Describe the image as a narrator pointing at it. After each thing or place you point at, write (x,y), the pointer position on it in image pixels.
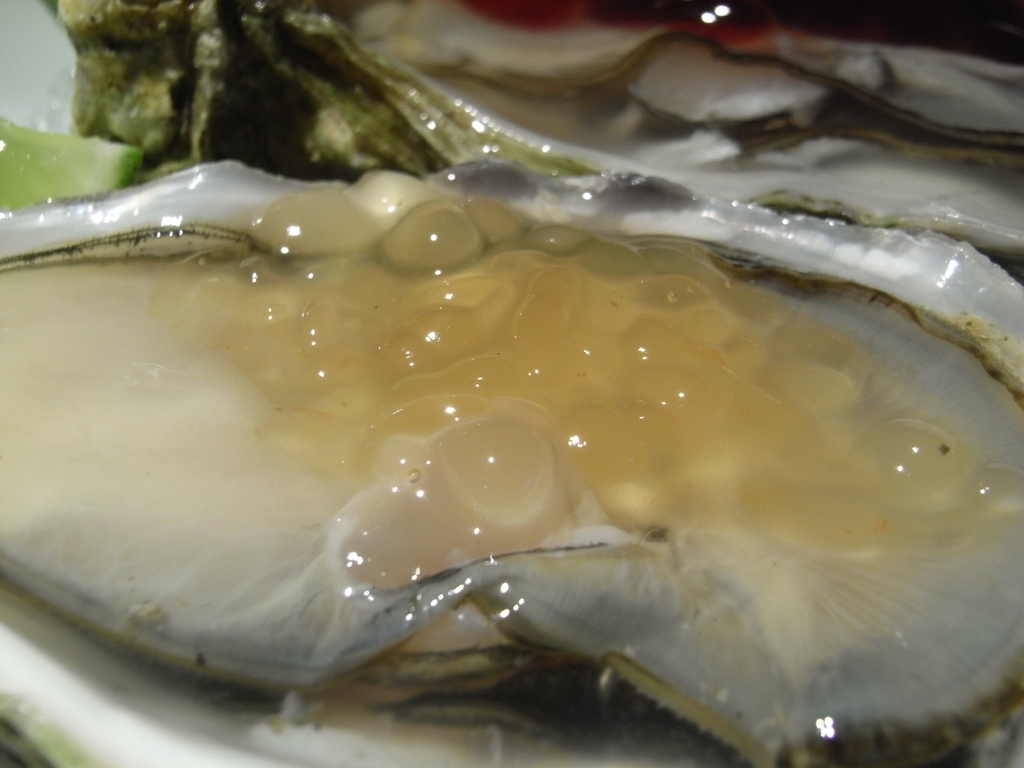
In this image, we can see an oyster sea animal (501,354).
